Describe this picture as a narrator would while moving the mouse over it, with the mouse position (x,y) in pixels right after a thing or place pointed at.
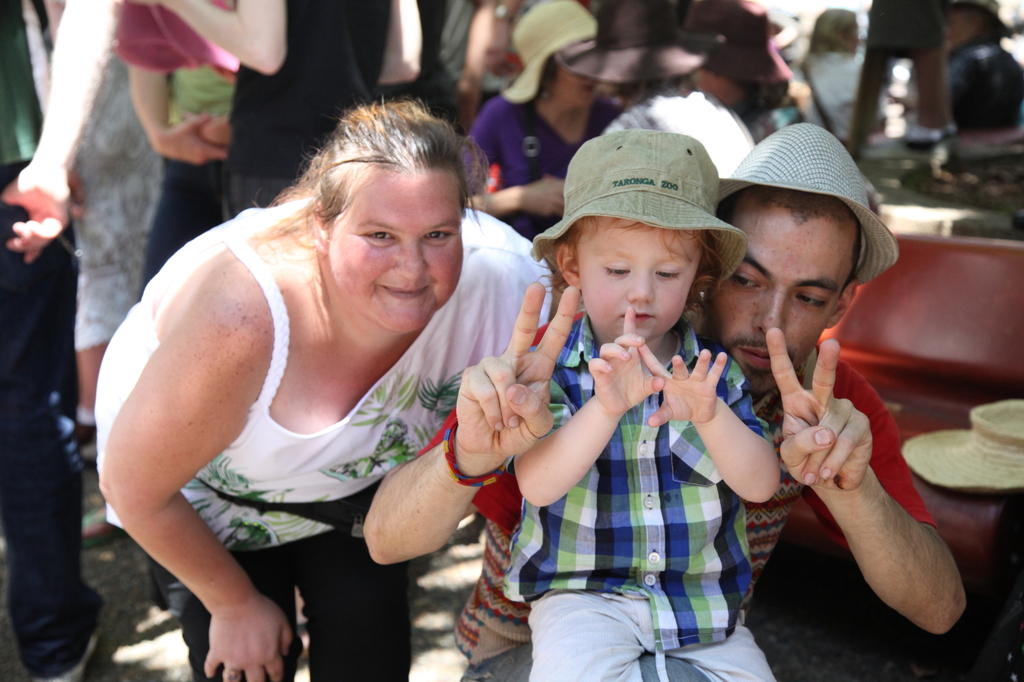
In the image there are group of people (338,264) and in the front (406,434) there are three persons (563,436) a man (475,412), a woman (443,396) and a boy (681,472). Three of them are posing for the photo and there is a seat (943,398) behind the man (484,428) and on the seat (958,279) there is a hat (996,440).
